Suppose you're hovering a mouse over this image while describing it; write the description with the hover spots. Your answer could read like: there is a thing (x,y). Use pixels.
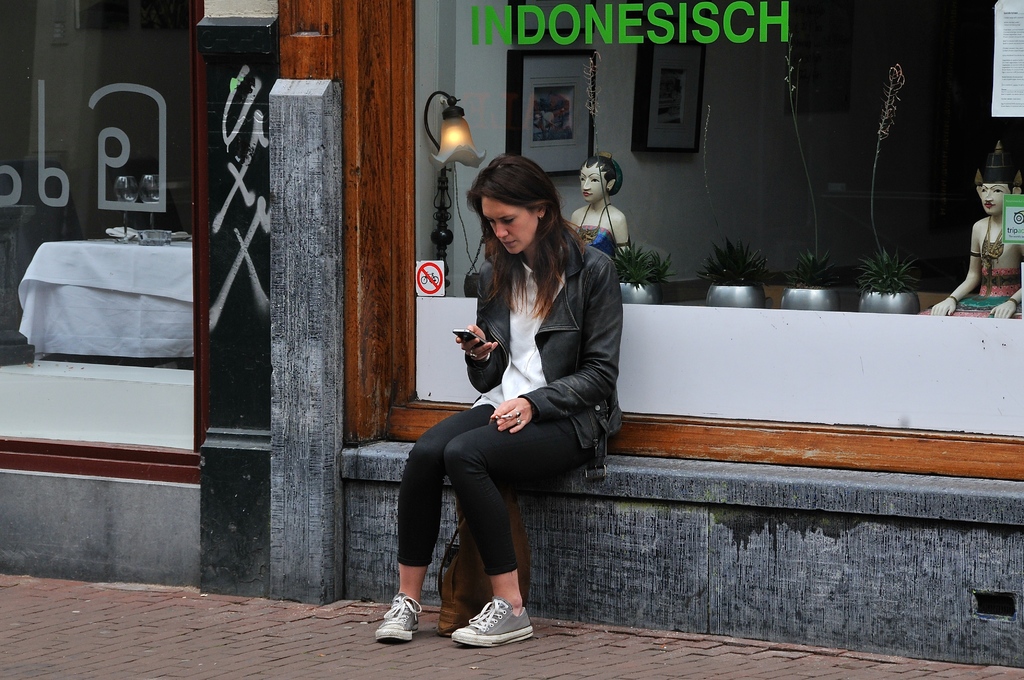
In this picture there is a woman (543,409) sitting and holding the phone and cigarette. At the back (463,363) there is a building (726,486), behind the mirror (733,164) there are toys (981,258), plants (904,273) and there are frames (655,93) on the wall (767,187) and there are glasses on the table (57,335) and the table (152,301) is covered with white color cloth (133,338) and there is a text (535,40) on the mirror (537,43). At the bottom (351,658) there are tiles (290,618).
